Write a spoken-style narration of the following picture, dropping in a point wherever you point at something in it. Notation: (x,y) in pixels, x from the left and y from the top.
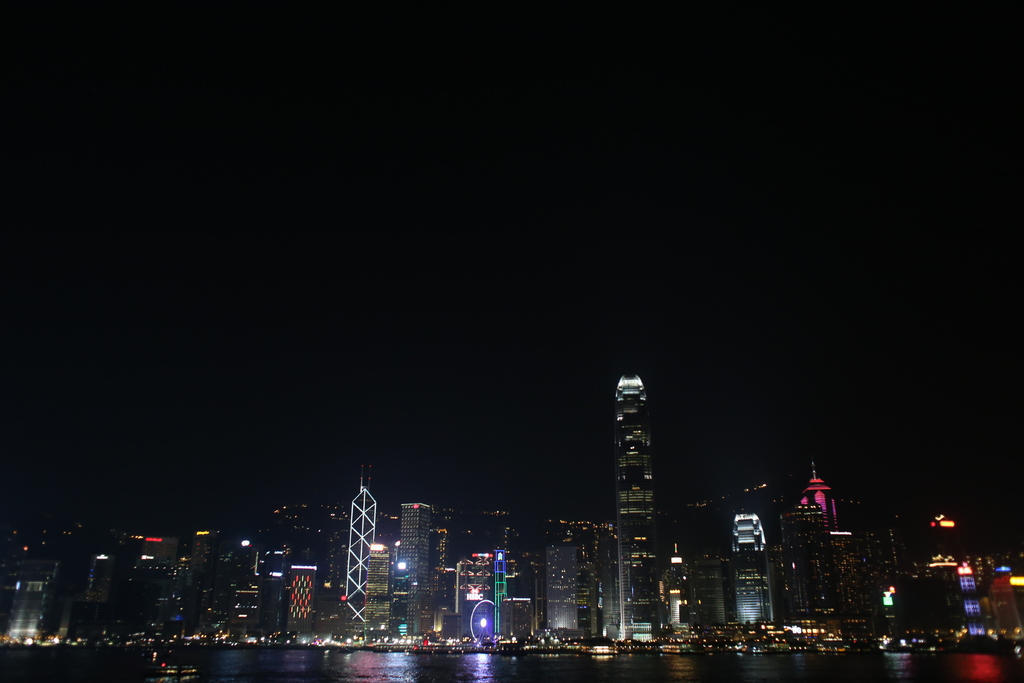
Front of the image we can see water (221,675). Background (254,623) we can see buildings (849,605), lights (471,634) and it is dark.
